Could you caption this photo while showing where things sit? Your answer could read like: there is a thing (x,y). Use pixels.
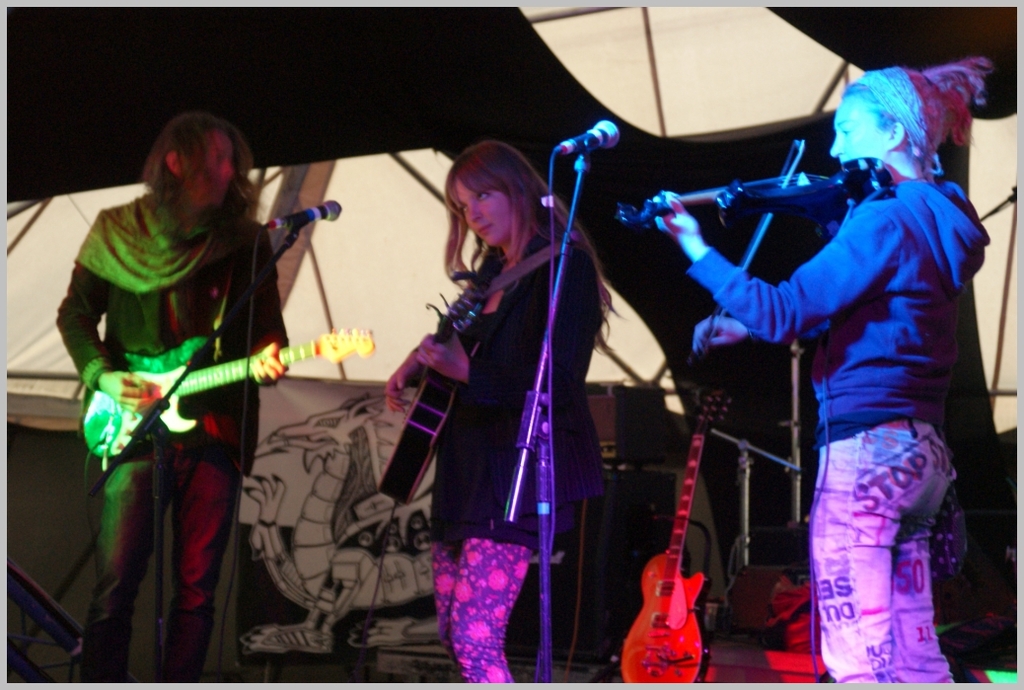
As we can see in the image there is a banner (314,585), three people (242,394) holding instruments (847,208) and there are mics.
